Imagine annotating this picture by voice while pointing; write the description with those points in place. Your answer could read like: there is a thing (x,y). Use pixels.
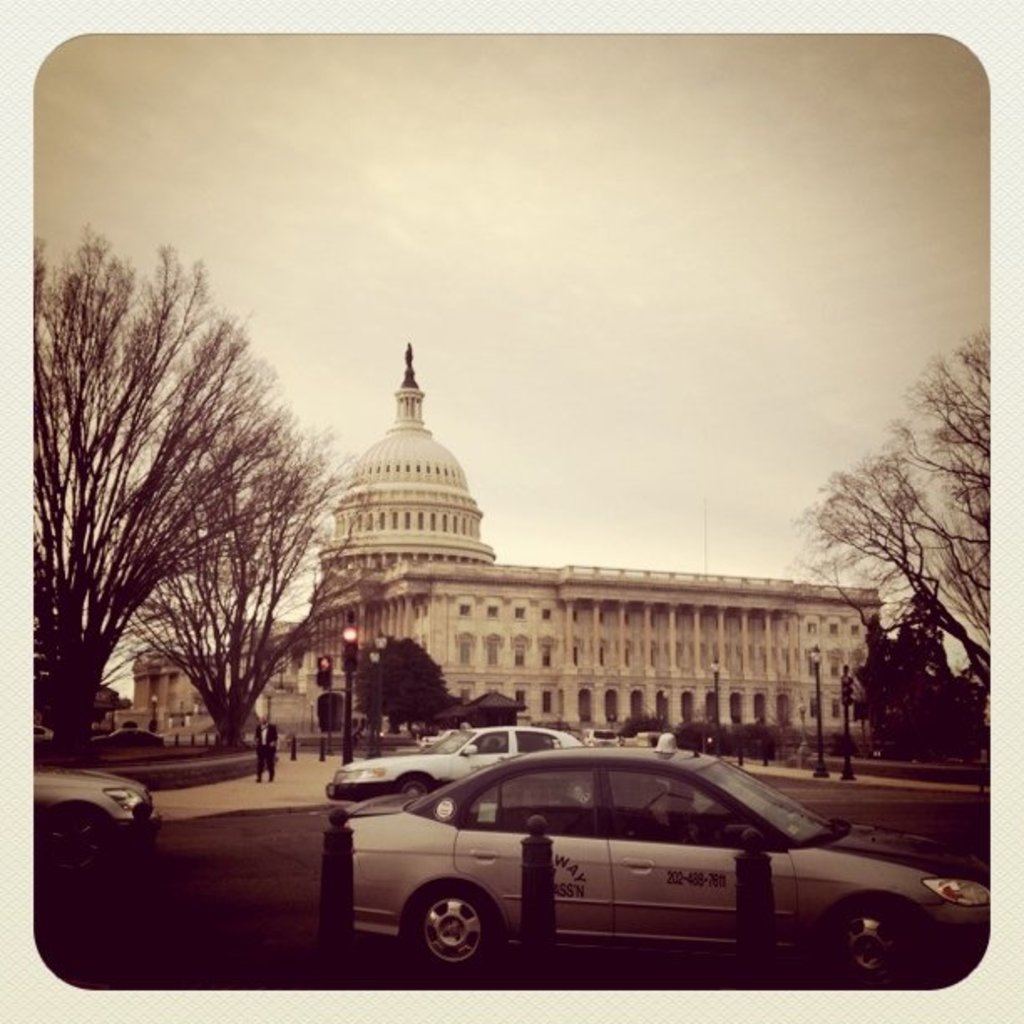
In the foreground (527,815) I can see vehicles (527,815) on the road (216,842), trees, fence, light poles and a person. In the background (900,759) I can see buildings (856,630), pillars (743,615), plants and the sky (502,455). This image looks like a photo frame.
